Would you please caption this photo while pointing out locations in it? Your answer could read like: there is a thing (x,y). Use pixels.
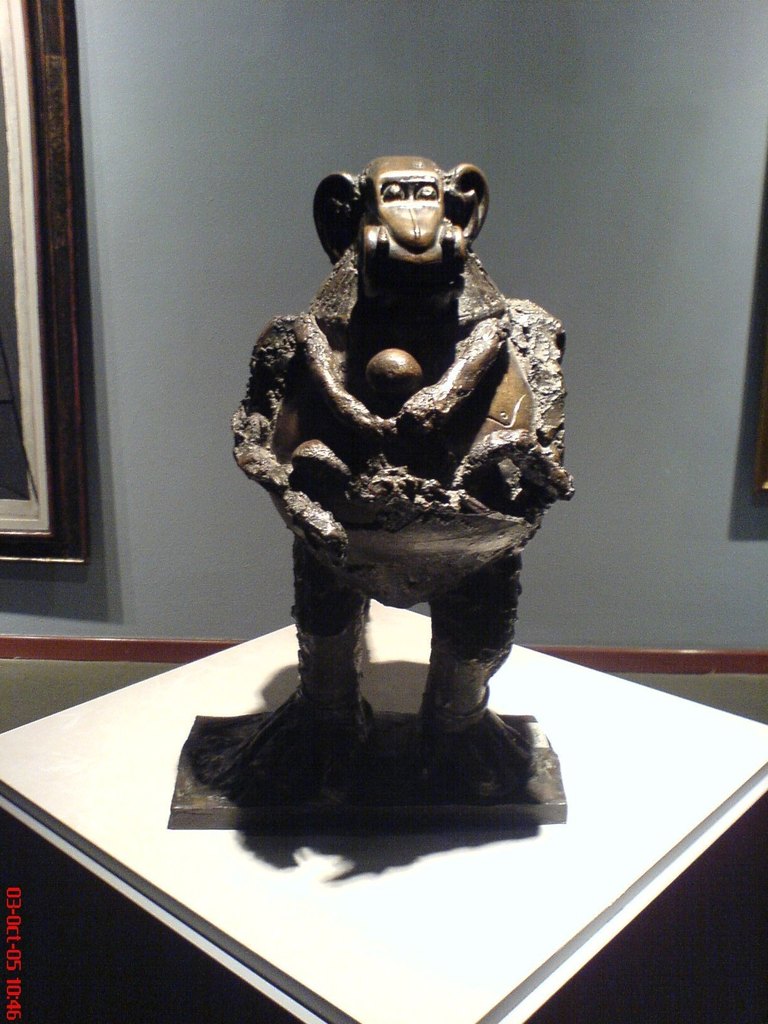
In this image we can see a sculpture (405,288) on the table (381,679). In the background (297,125) there are wall hangings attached to the wall (509,188).
